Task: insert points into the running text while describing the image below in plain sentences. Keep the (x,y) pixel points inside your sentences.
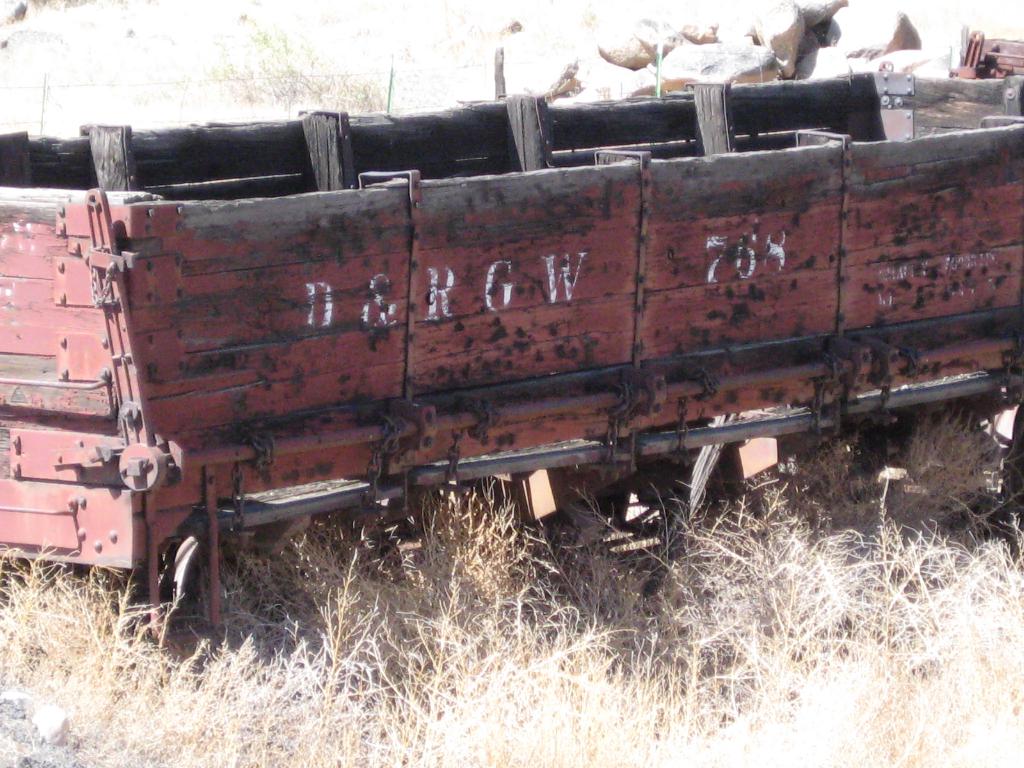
In the center of the image (546,335) there is a trolley (419,368). At the bottom (514,655) there is grass (737,627). In the background (797,77) there are rocks (726,50).
